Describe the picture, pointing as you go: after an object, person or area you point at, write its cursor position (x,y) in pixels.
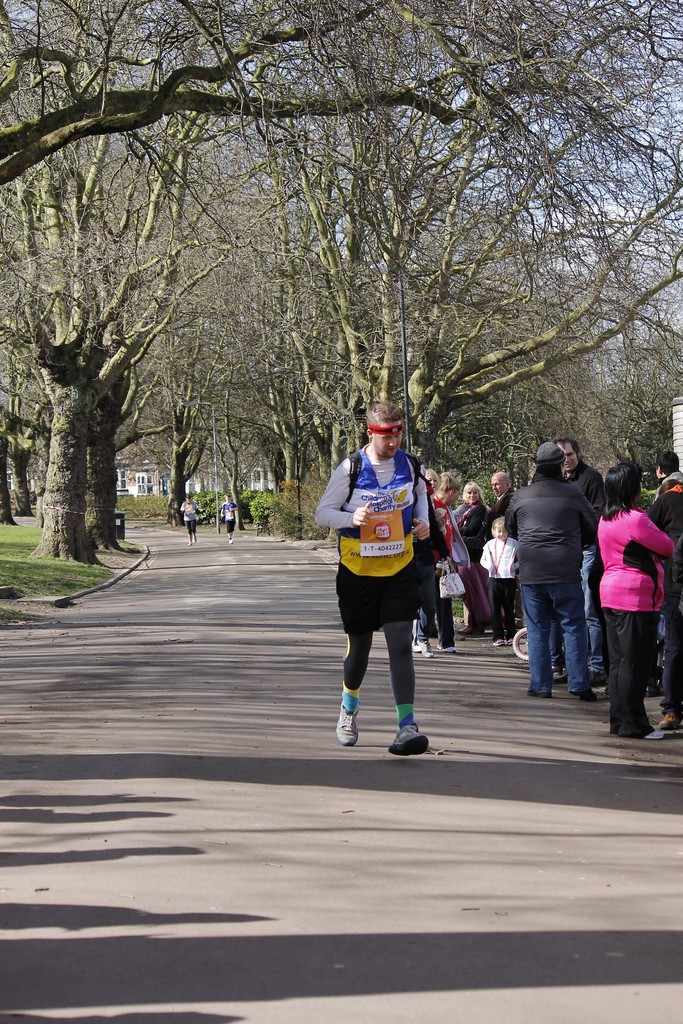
In this image we can see some people (344,490) running on the road (374,715). On the right side (603,618) we can see a group of people (658,688) standing. On the backside (478,422) we can see some trees (214,364), grass (39,578), a house (159,488) and the sky (618,226) which looks cloudy.
